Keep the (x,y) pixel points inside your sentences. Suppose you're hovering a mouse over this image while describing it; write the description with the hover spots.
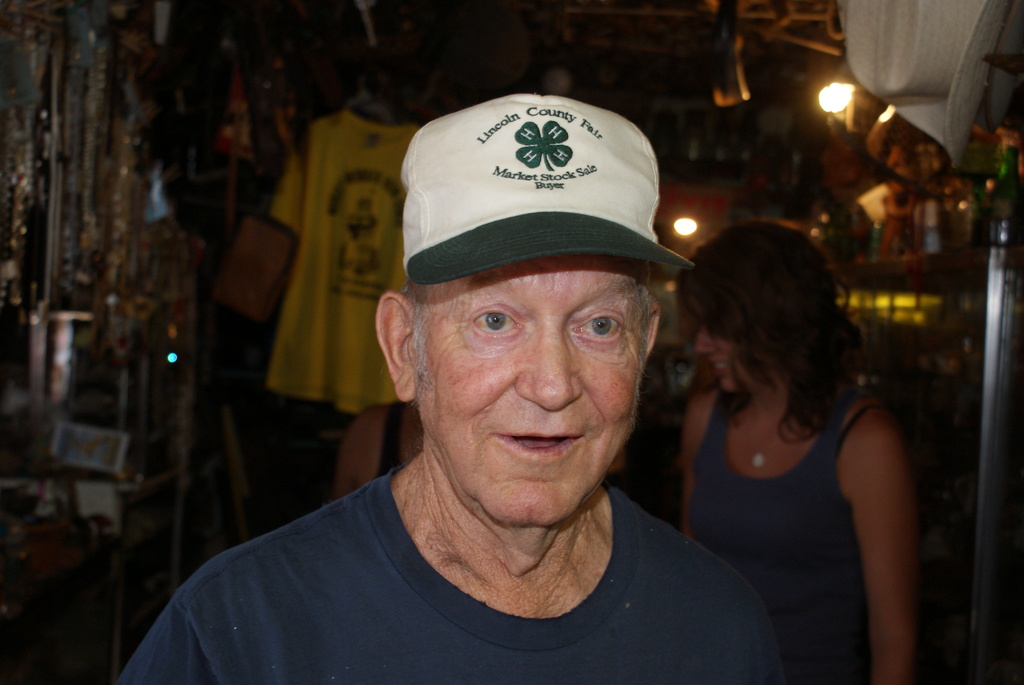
Front this old man (539,513) is smiling and wore cap (546,181). Background (916,19) it is blur. We can see lights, people (749,387) and things (349,224).
